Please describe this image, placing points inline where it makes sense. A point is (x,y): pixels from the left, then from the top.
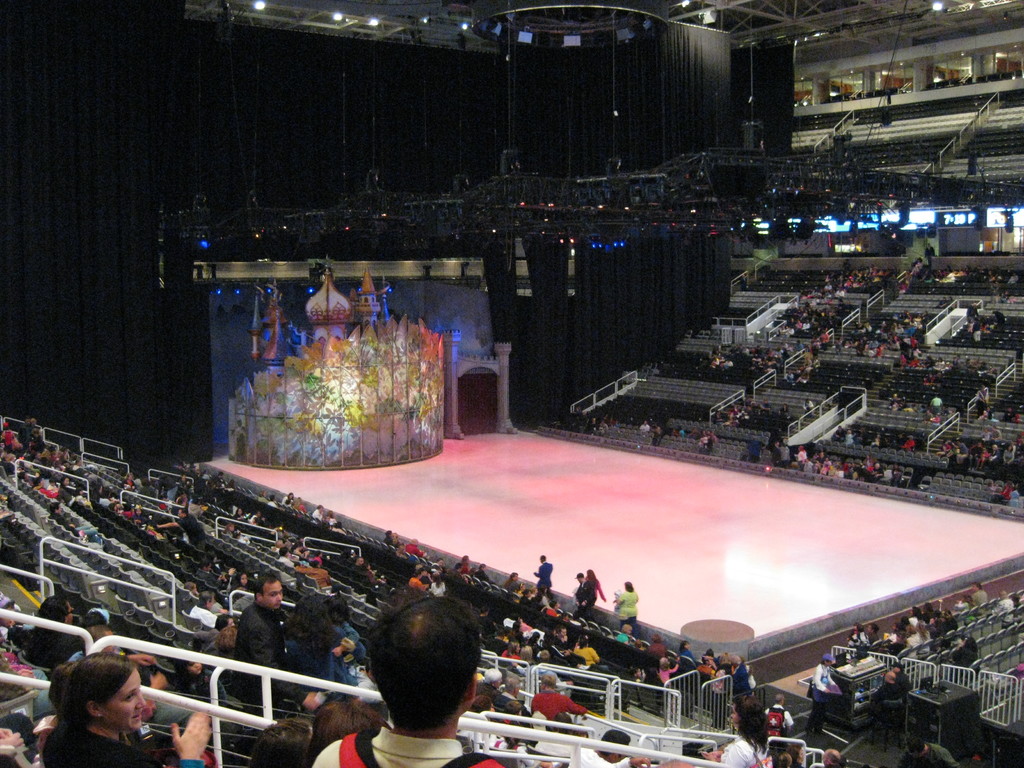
In this image I can see number of people (746,732) where few are standing and few are sitting on chairs (504,589). I can also see stage (575,572) over here and in background (371,26) I can see few lights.
